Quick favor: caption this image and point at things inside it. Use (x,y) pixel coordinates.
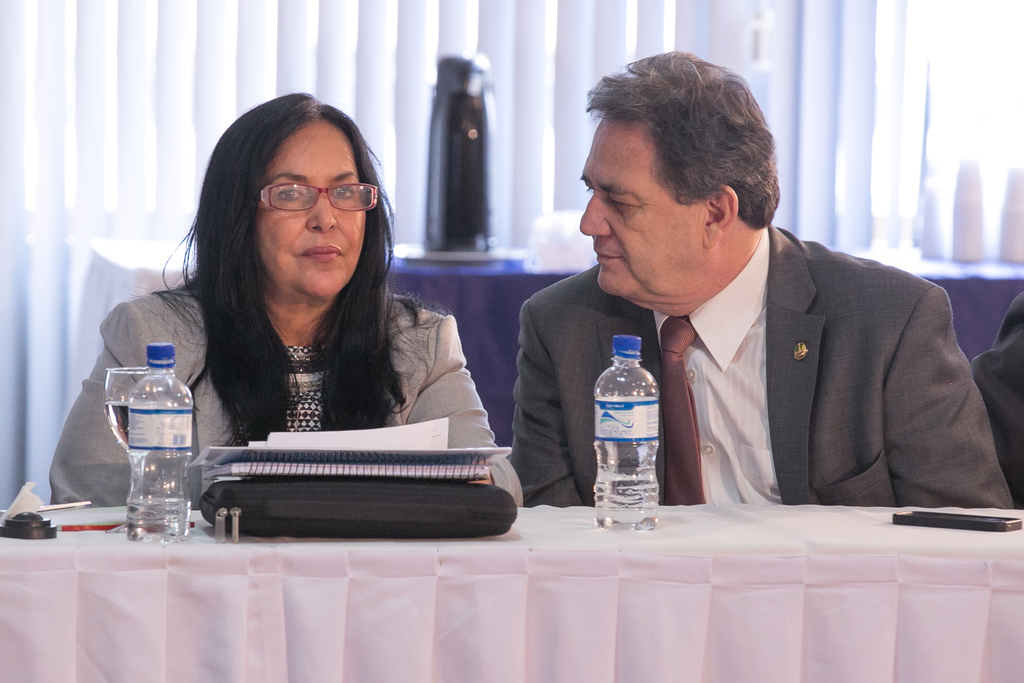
In this image, we can see two persons (635,292) wearing clothes (527,434) and sitting in front of the table (569,510) contains bottles (640,403), glass (129,406), bag (334,511) and books (412,437). There is a flask (435,168) at the top of the image (440,159).
